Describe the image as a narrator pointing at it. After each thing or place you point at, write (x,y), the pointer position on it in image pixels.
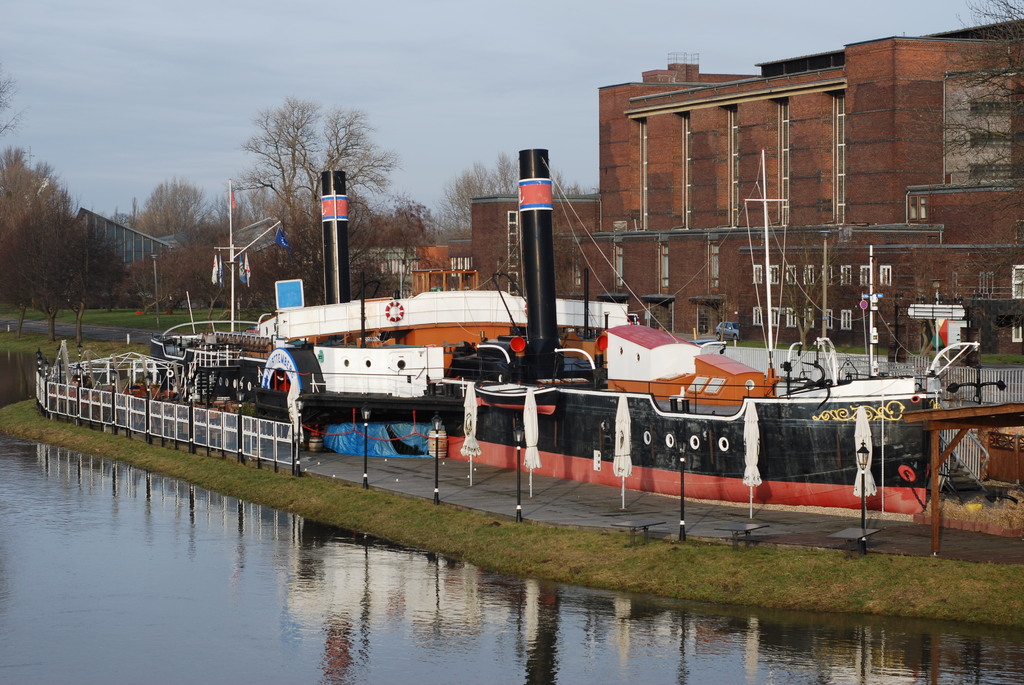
In this image we can see light poles (866,449), umbrellas (860,438), railings (967,367), ship (311,400), trees (254,203), buildings (628,213), cloudy sky (390,105) and things (944,453). Far there is a vehicle (735,333).
